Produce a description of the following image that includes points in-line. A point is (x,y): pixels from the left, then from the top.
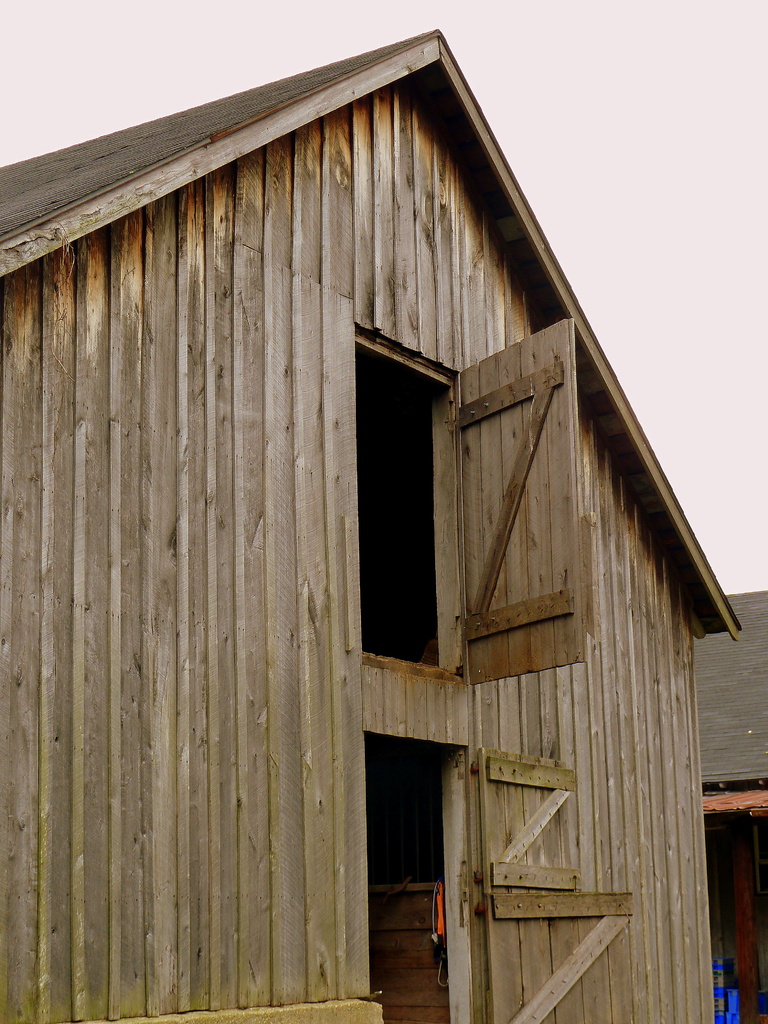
In this image I can see few shacks (396,677) and here I can see an orange colour thing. I can also see few blue things (719,977) in the background (721,962) and here I can see doors (530,558).
